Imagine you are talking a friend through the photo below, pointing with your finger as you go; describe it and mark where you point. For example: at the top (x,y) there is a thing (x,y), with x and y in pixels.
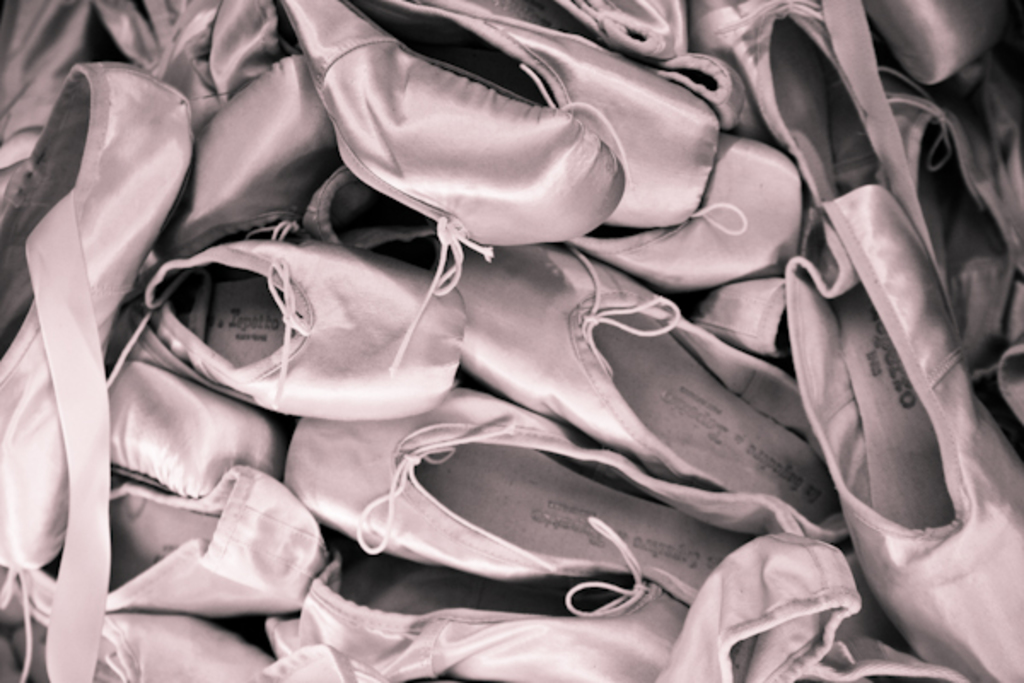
There are shoes (762,162) in the image.
